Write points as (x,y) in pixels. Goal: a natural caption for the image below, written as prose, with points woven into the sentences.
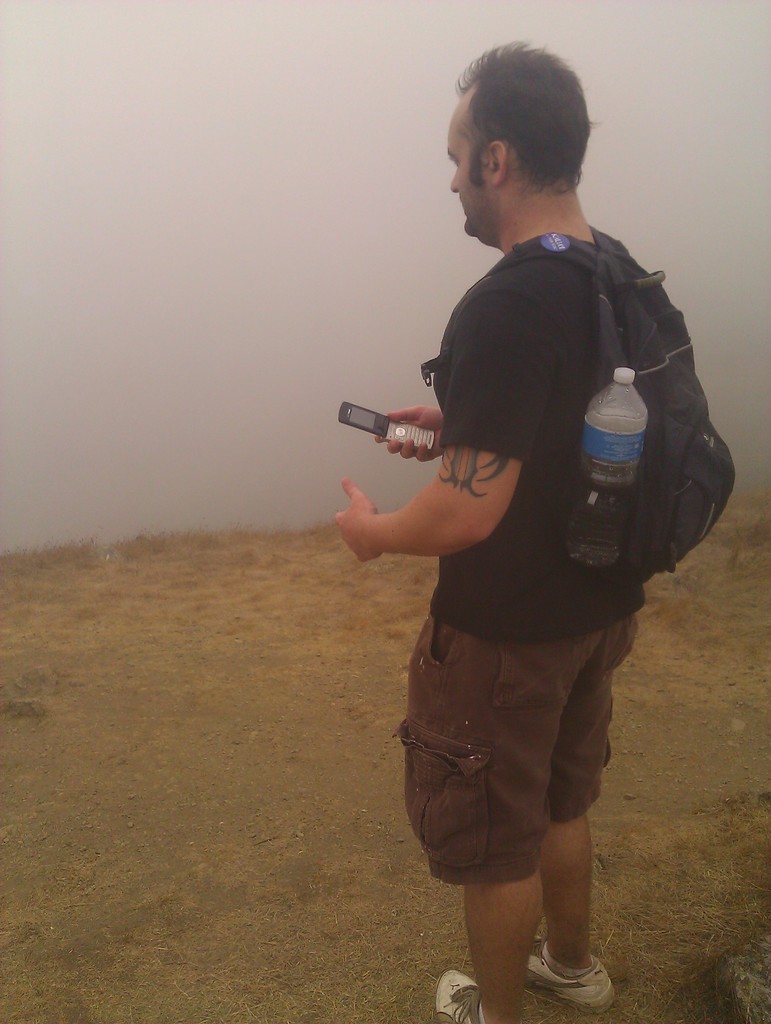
This man (507,253) wore black t-shirt (540,469), bag (665,457) with bottle (616,428) and holding a mobile (361,419).
